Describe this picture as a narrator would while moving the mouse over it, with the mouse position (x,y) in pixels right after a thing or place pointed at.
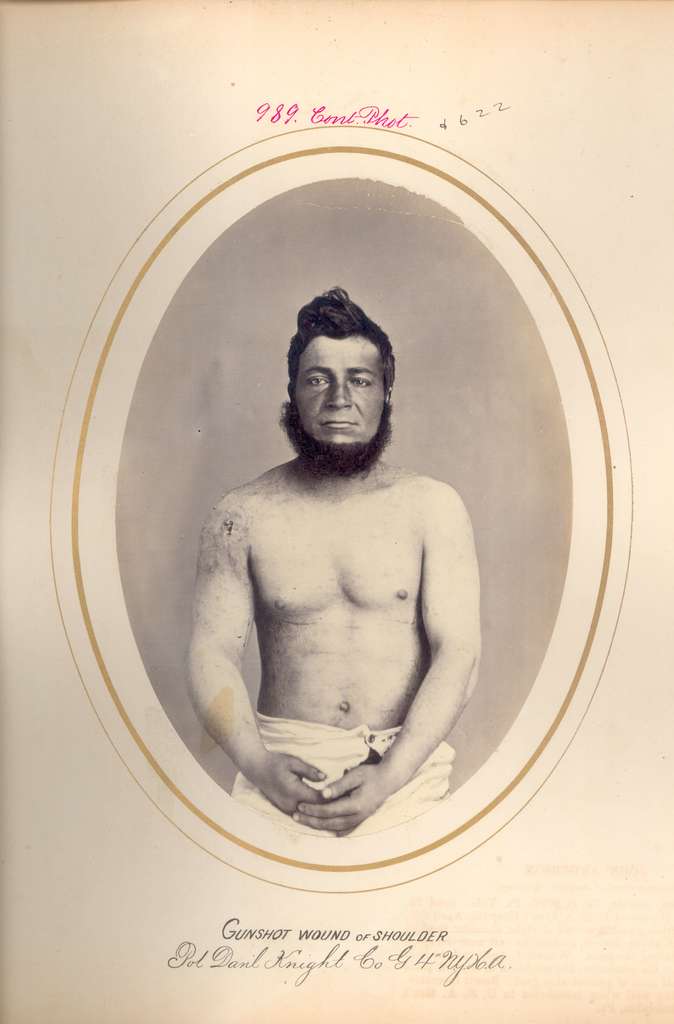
This image consists of a photograph (303,715) of a man (333,785). It looks like a poster (277,944). At the bottom (310,959), there is a text (326,968).
